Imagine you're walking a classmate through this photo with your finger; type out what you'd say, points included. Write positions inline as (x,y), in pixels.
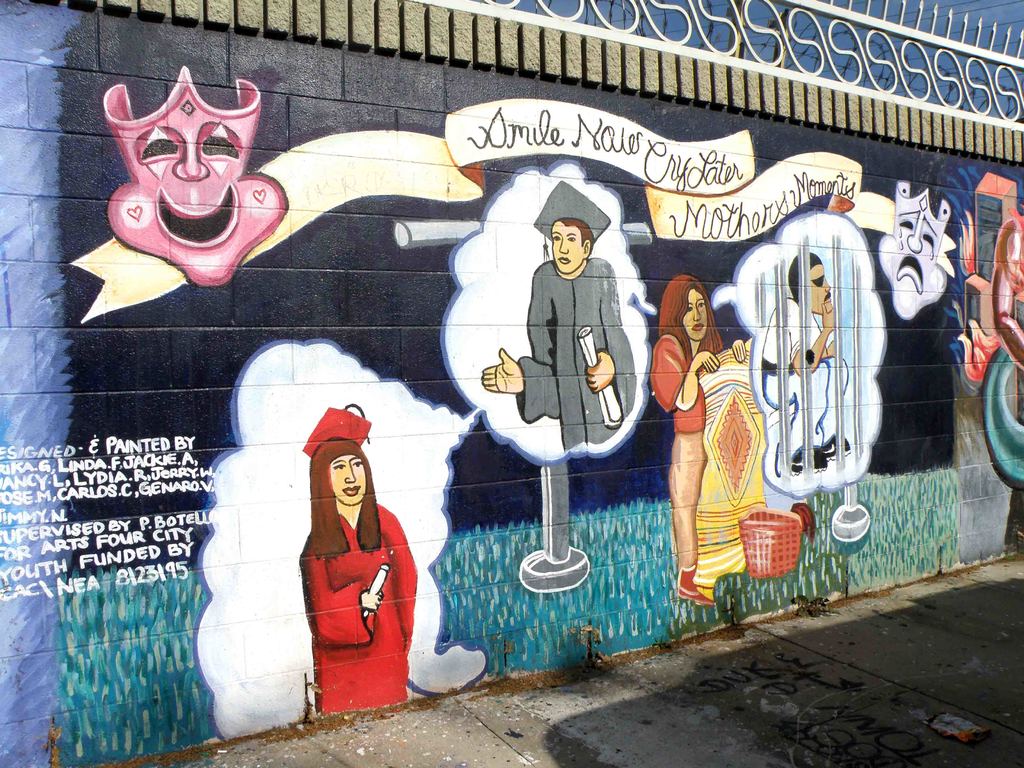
In this picture we can observe a wall (307,453) which was painted. There is a pink color mask (273,224) on the wall (274,153). We can observe a woman (328,505), man (596,309) and a man (796,308) behind the bars (804,454). There are some words (129,520) written on the wall (95,432). The wall (154,334) is in the black color. In front of the wall (550,546) there is a path (727,724).
